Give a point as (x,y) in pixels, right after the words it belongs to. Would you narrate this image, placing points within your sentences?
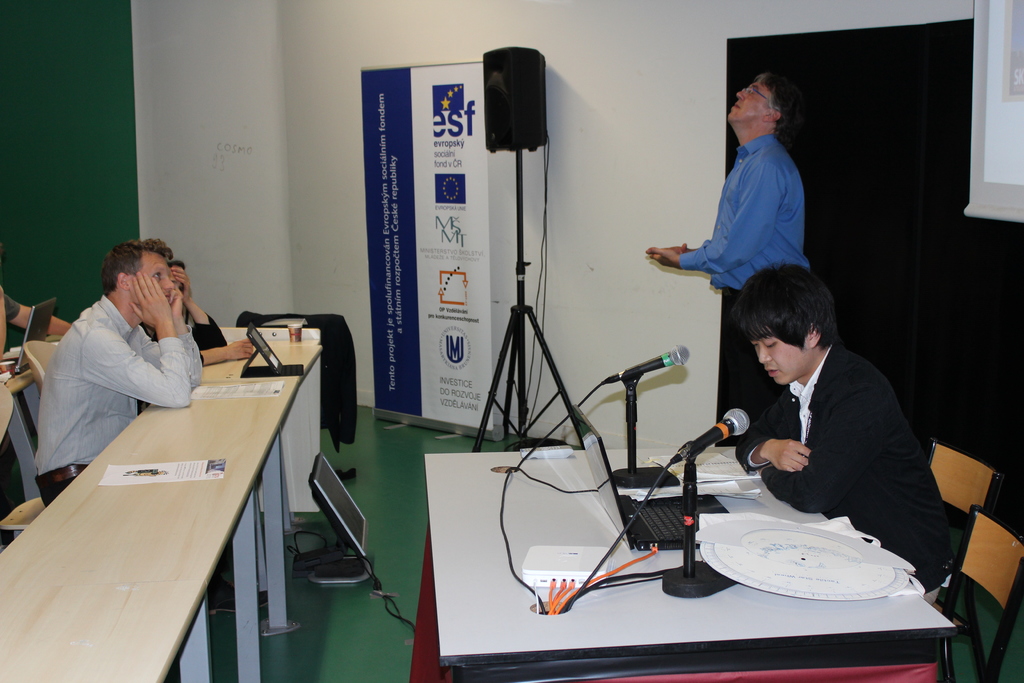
Here we can see three persons (86,415) are sitting on the chairs (6,430). These are the tables (494,671). On the table (575,487) there is a laptop (580,418), mikes (648,472), and papers (710,465). This is floor (386,451) and there is a banner (440,235). Here we can see a man (754,158) who is standing on the floor (401,484). On the background (650,409) there is a wall (224,91) and this is screen (1001,85).
